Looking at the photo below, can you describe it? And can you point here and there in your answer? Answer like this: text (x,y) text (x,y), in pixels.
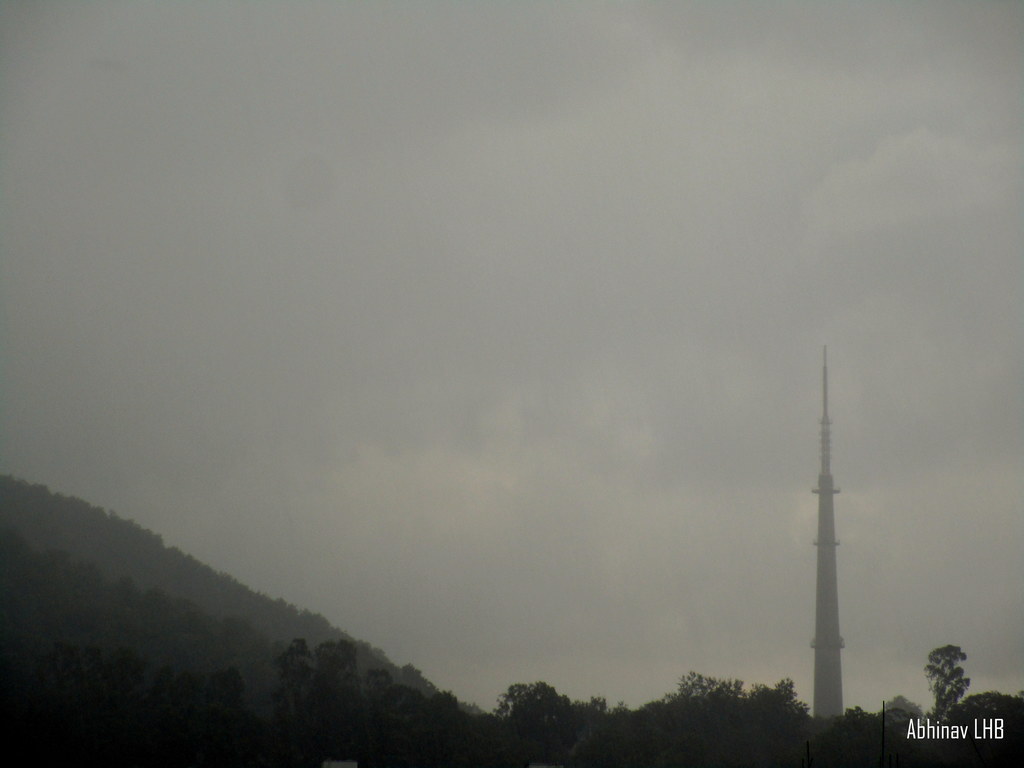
This image consists of many trees (963,760). On the right (830,667), there is a tower (840,681). On the left (108,556), it looks like a mountain (56,543). At the top (509,208), there are clouds (450,438) in the sky (450,438).
